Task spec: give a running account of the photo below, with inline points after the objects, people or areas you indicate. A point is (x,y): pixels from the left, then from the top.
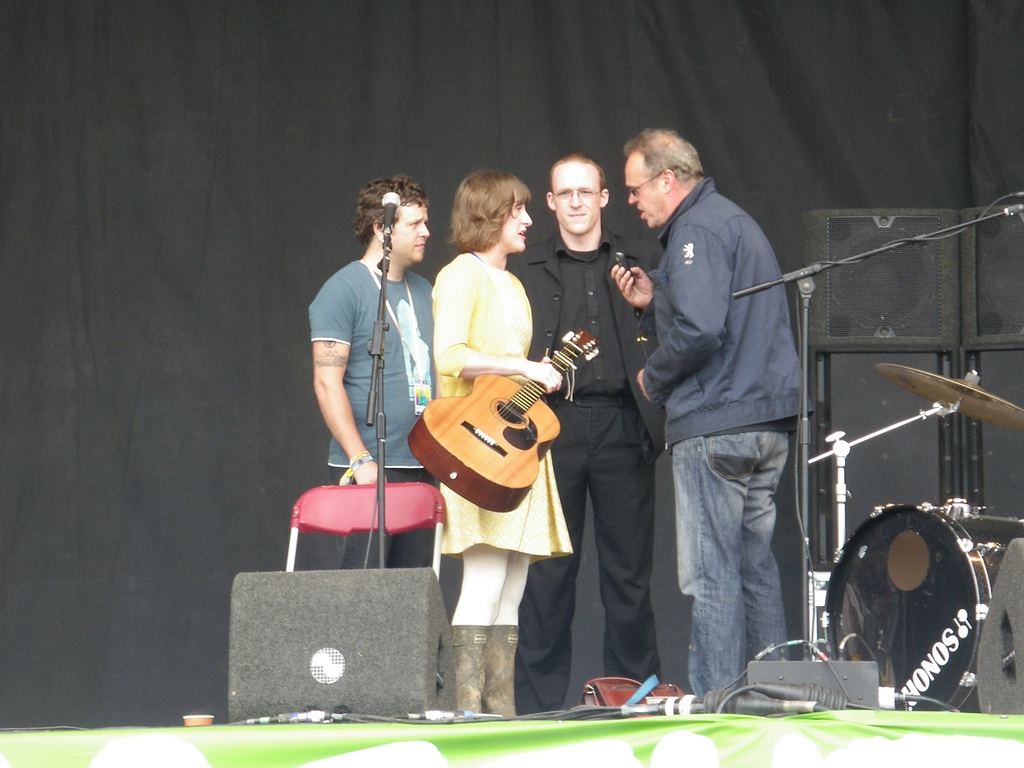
In this image there are group of persons (592,392) standing on the floor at the middle of the image (451,511) there is a person (479,648) wearing yellow color dress (470,289) holding a guitar (518,405) and at the right side of the image (915,375) there are sound boxes (943,336), drums (912,566) and at the background of the image (536,186) there is a black color curtain (436,182).
